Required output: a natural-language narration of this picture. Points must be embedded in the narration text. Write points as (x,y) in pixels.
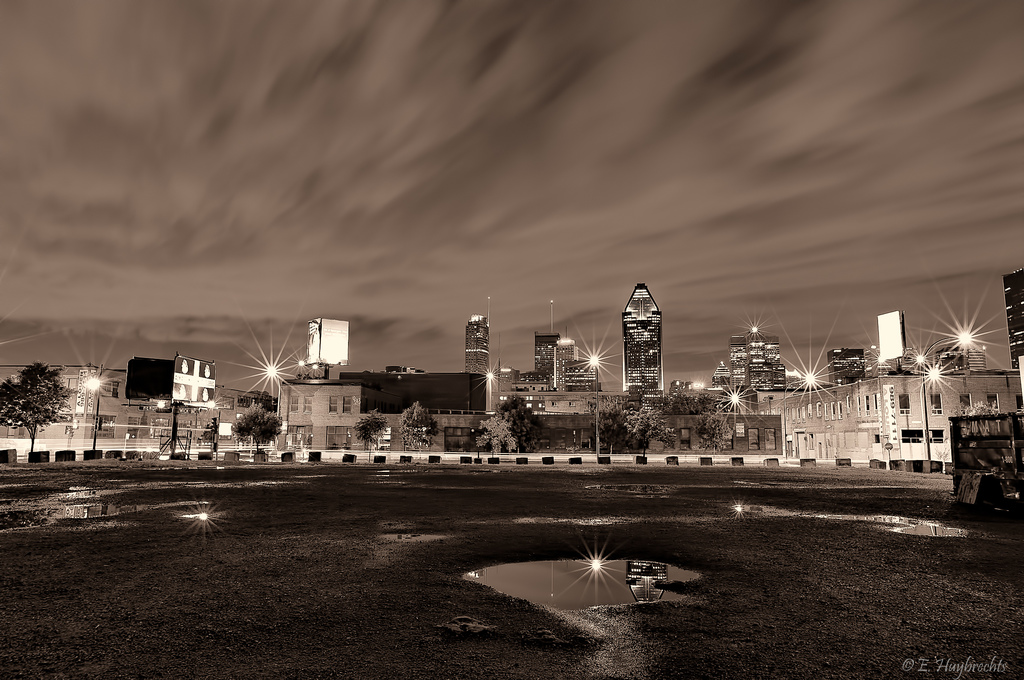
In this image I can see the water (555,594) on the road (290,489). To the side of the road (554,493) I can see trees (527,435) and light poles (930,456). In the background (538,385) there are buildings (563,375) and the sky (413,176).
